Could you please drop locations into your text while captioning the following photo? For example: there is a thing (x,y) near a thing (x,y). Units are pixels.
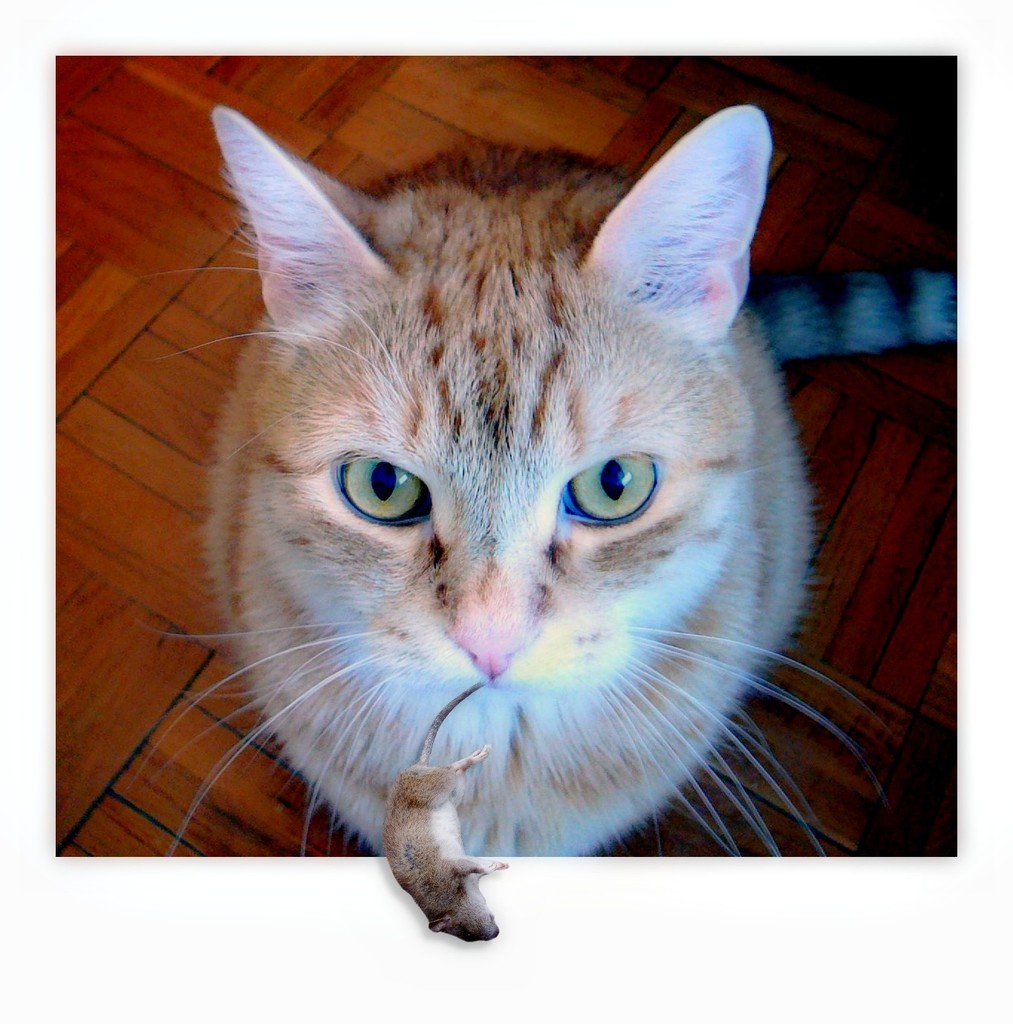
In this image, we can see a cat (580,187) biting a rat (408,817).
